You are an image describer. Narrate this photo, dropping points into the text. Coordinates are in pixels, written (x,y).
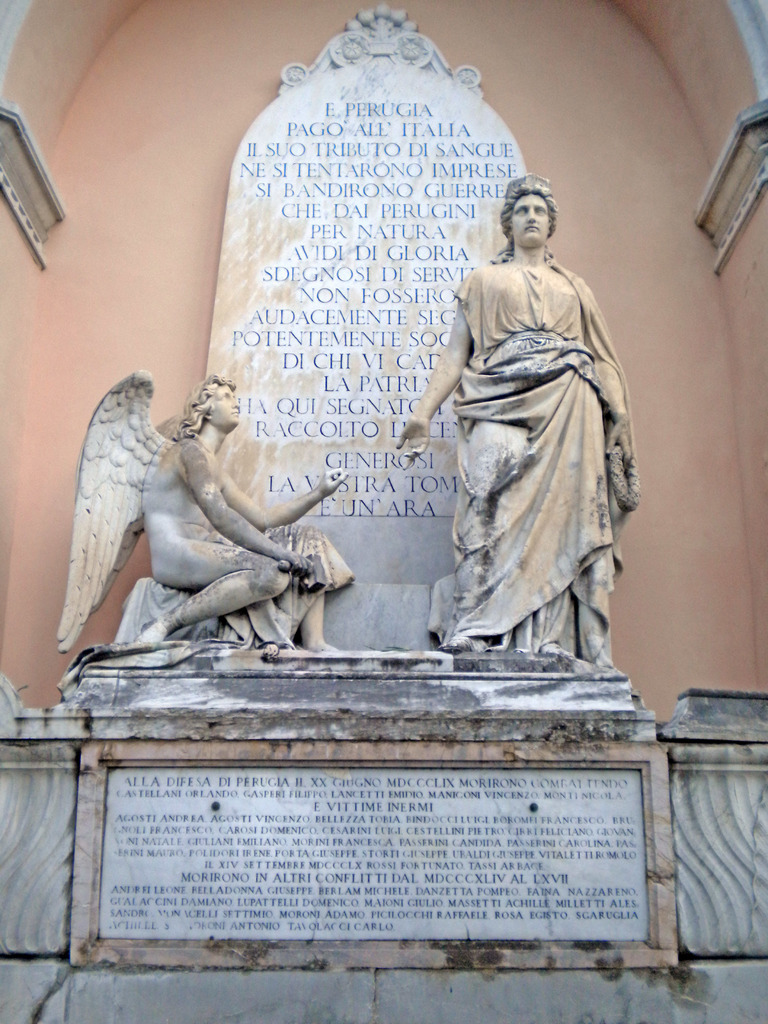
In this image I can see two sculptures (167,532), two stone boards (365,350) and on these boards (414,256) I can see something is written.
